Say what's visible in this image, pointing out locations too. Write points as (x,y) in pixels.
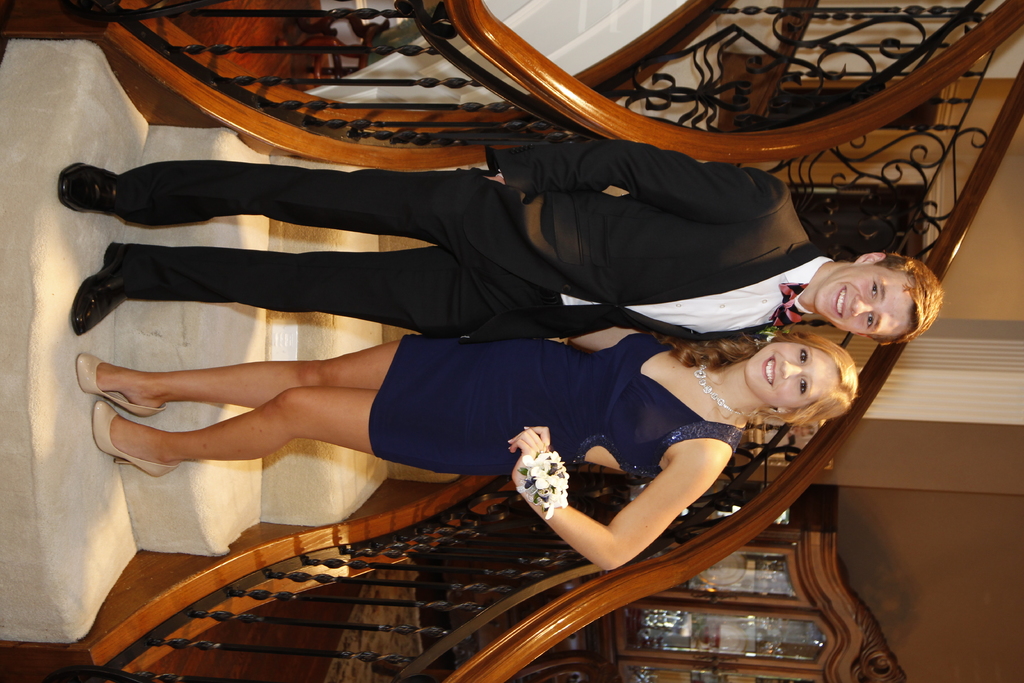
This is a rotated image. In this image we can see there is a couple (140,457) standing on the stairs (88,433), beside the stairs (96,452) there is a cupboard (791,633). In the background (954,565) there is a wall (952,604).
